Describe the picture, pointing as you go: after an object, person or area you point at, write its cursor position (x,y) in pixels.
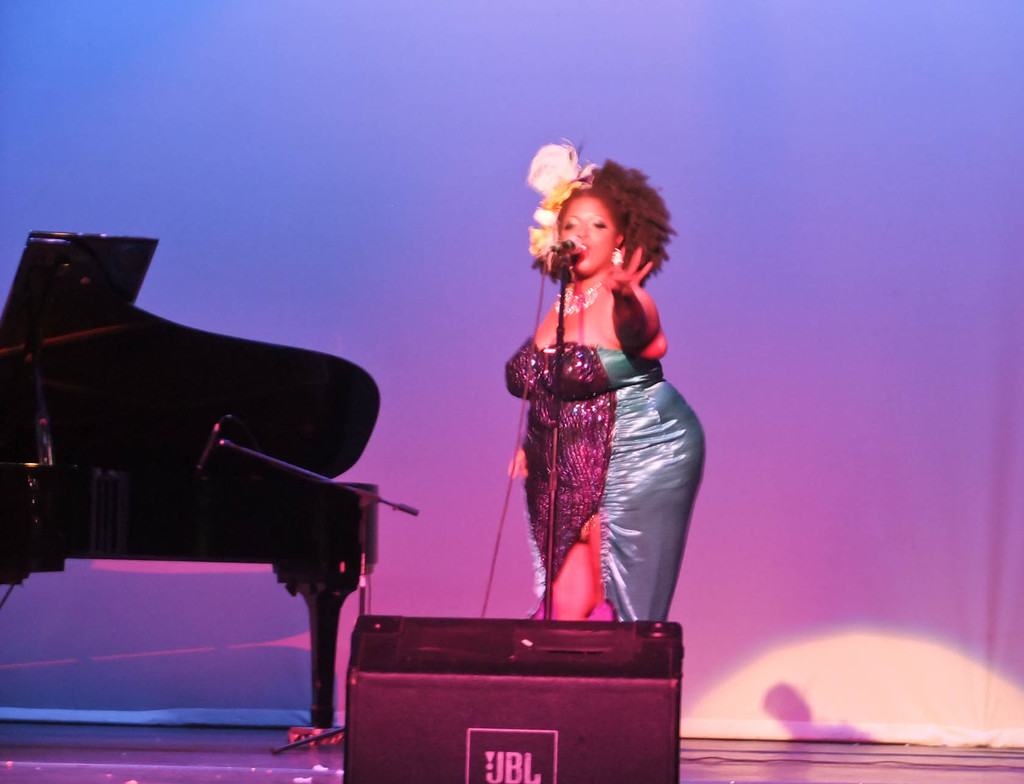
It is an event, the woman (571,233) is standing on the stage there is a JBL box (494,618) in front of her, she is singing a song to her left side there is a big piano (340,397) in the background (696,91) there is a violet color wall (506,89).
